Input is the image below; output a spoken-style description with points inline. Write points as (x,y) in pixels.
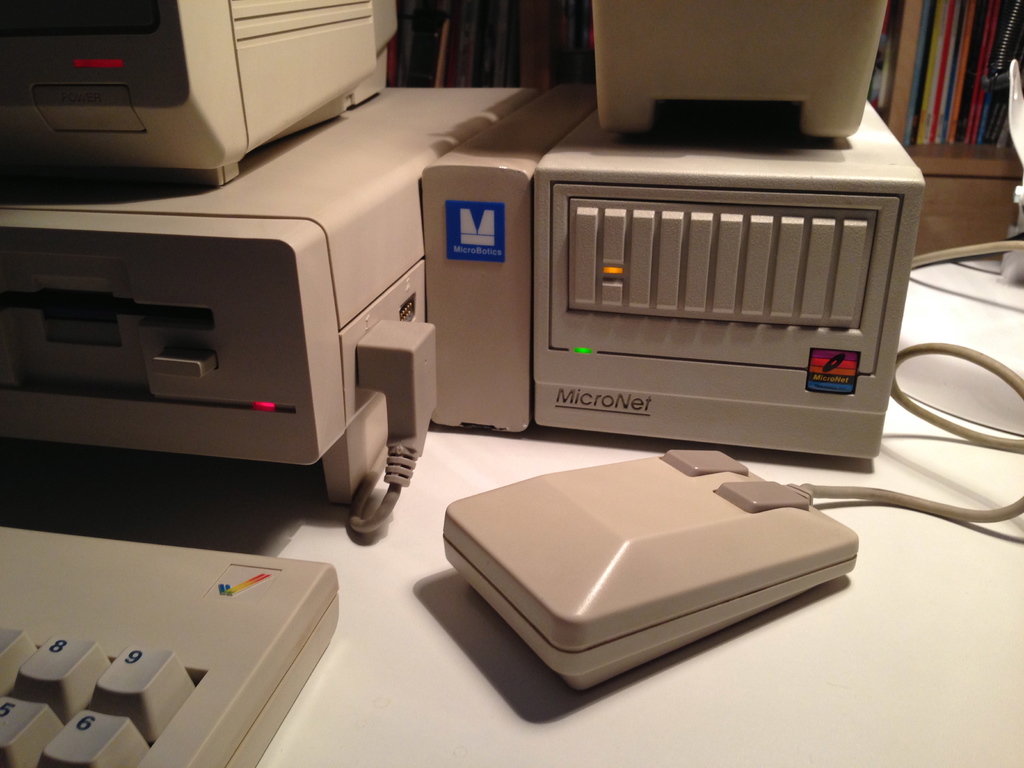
Here we can see electronic devices (235,345) and a keyboard (311,643) are on a table (329,746). In the background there are books (456,82) on the racks (509,77).
